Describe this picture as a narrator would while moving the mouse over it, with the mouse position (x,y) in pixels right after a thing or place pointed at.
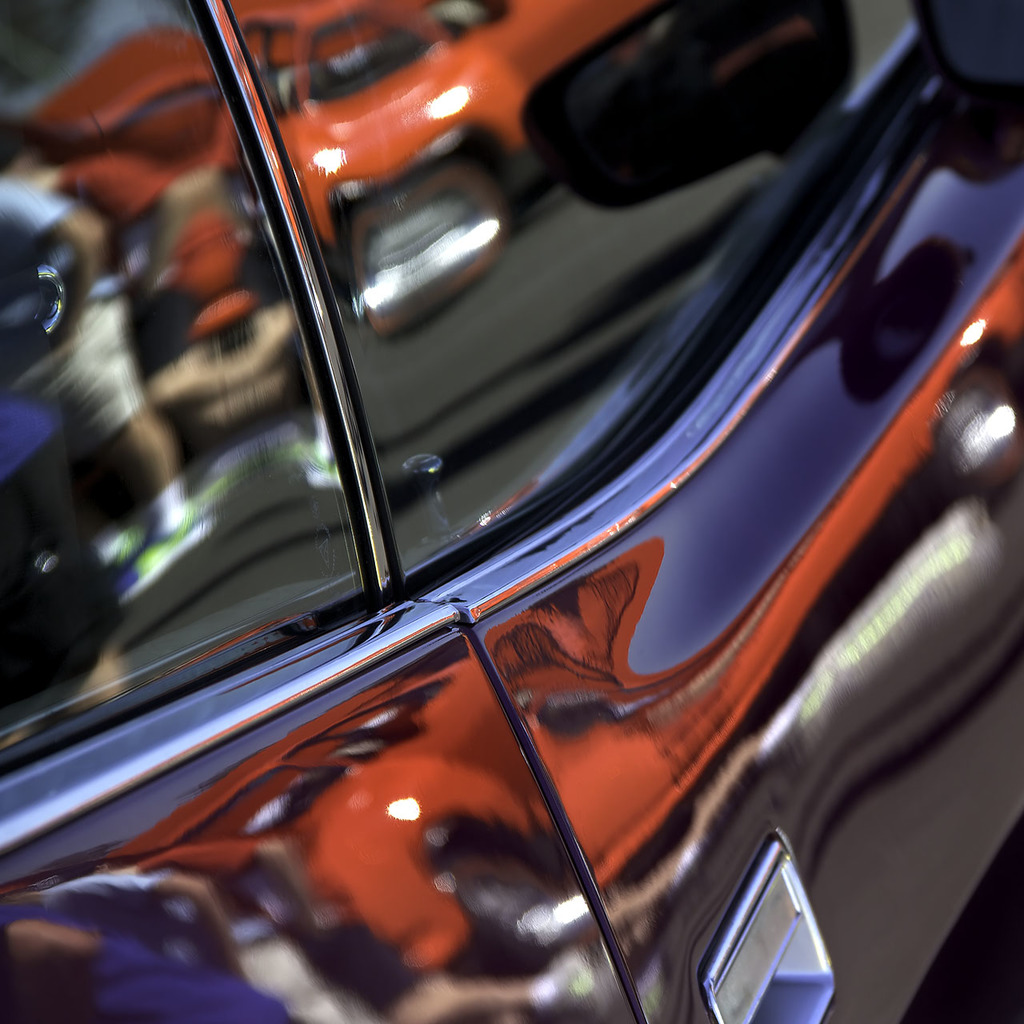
In this image I can see a vehicle (640,764) in black color and I can see a reflection (408,218) of the other vehicle (463,218) in orange color.
